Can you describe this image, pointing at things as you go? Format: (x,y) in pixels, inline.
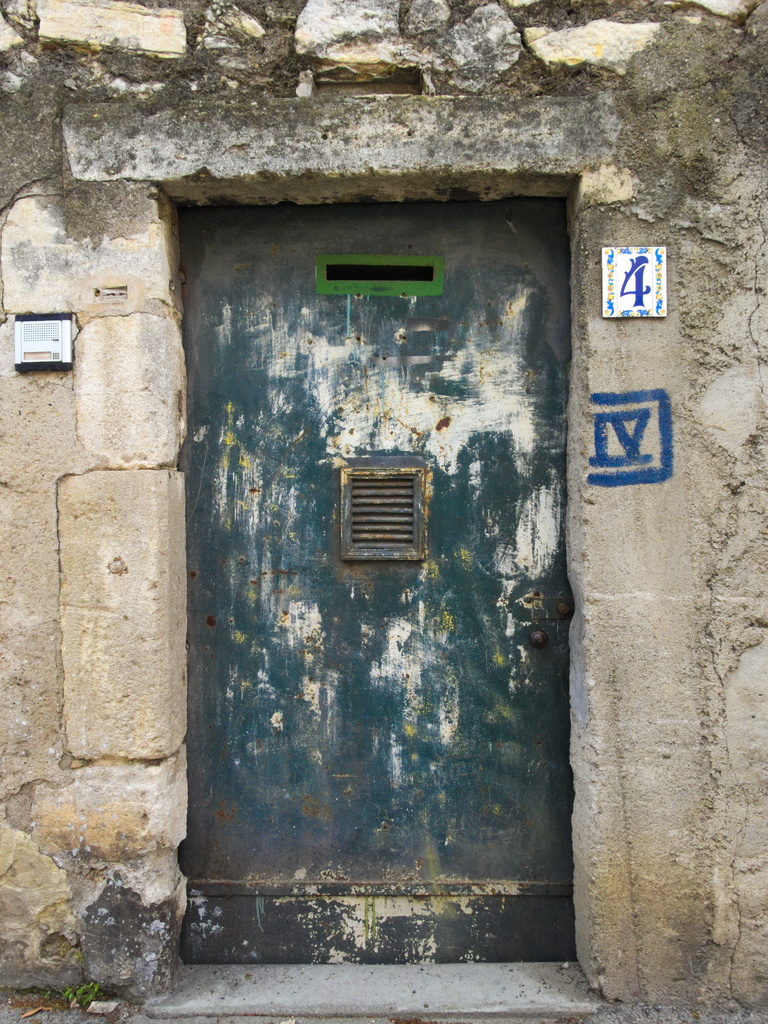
In this image, there is a door (493,401) which is attached to the wall (185,181).
